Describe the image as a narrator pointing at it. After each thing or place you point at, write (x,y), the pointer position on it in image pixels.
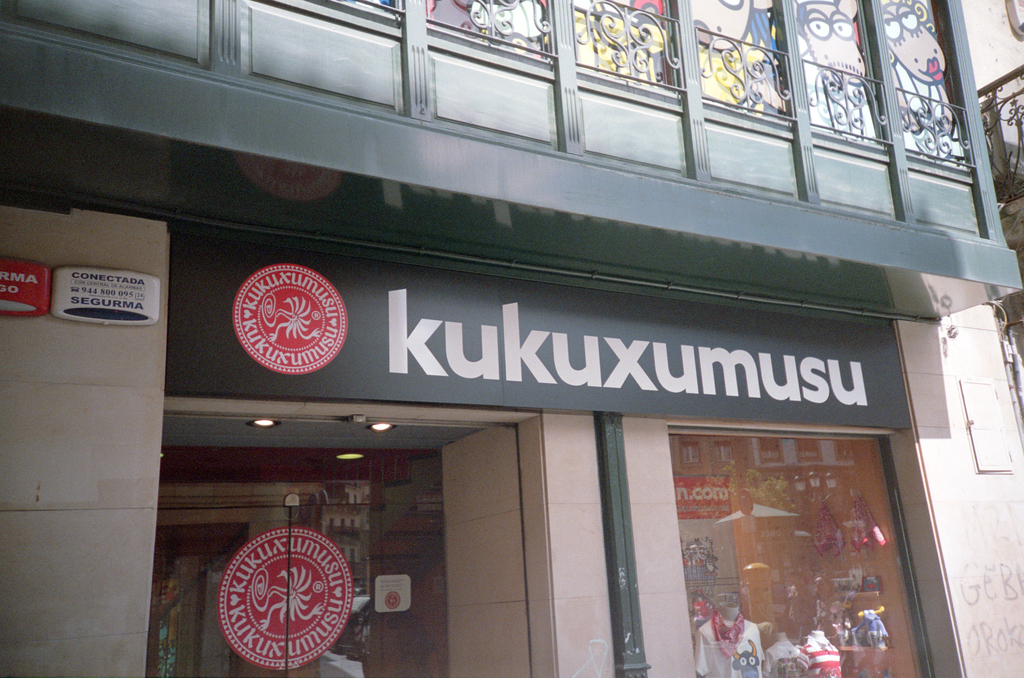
In this picture, we see a building (510,523) in white and green color. At the bottom (382,615), we see the glass doors (376,592) from which we can see the mannequins (804,646) of the boy (816,632) and the girl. We see a red color sticker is pasted on the glass door (369,534). On the left side (76,371), we see a wall (51,403) on which the red and white color boards (30,295) are placed. we see some text (80,285) written on the boards (127,314). On the right side (998,441), we see a white board (974,416) is placed on the wall (1005,399). In the middle (360,302), we see a board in black color with some text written on it. At the top (600,11), we see the railing (860,108) and the painting (833,58) of the cartoons (838,42) on the wall (845,47).
